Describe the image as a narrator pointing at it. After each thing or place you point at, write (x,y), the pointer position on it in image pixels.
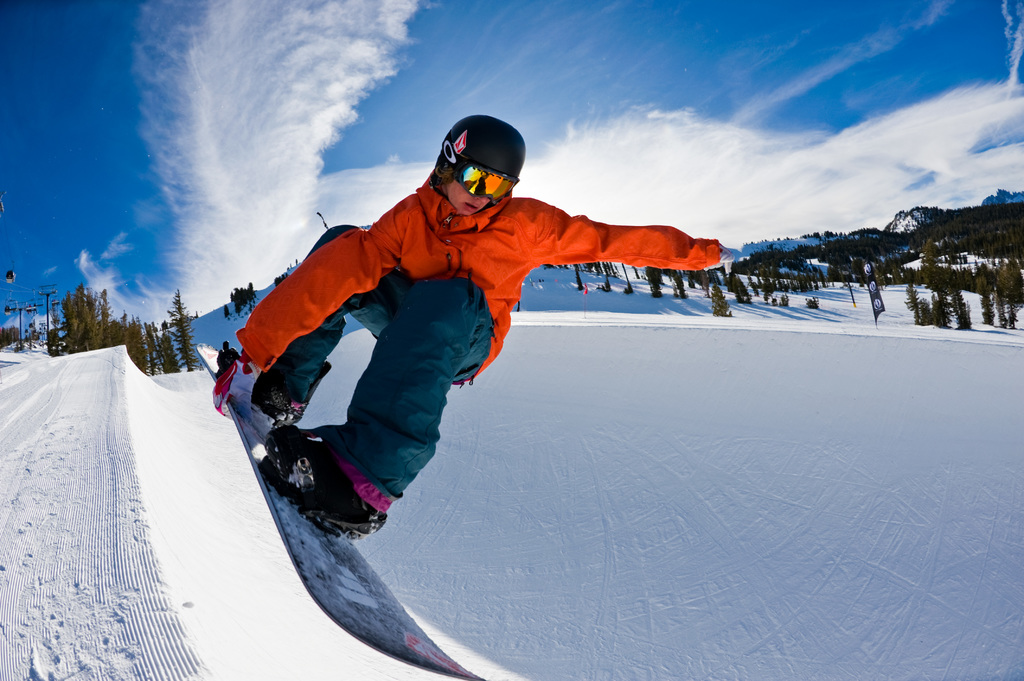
In the front of the image (327,512) we can see a person (439,405) is holding a snowboard (244,445) and he is in the air. In the background (648,176) there are trees (859,262), poles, banner (882,305) and cloudy sky (510,93). In this picture we can see land (553,349) is covered with snow (708,503).
